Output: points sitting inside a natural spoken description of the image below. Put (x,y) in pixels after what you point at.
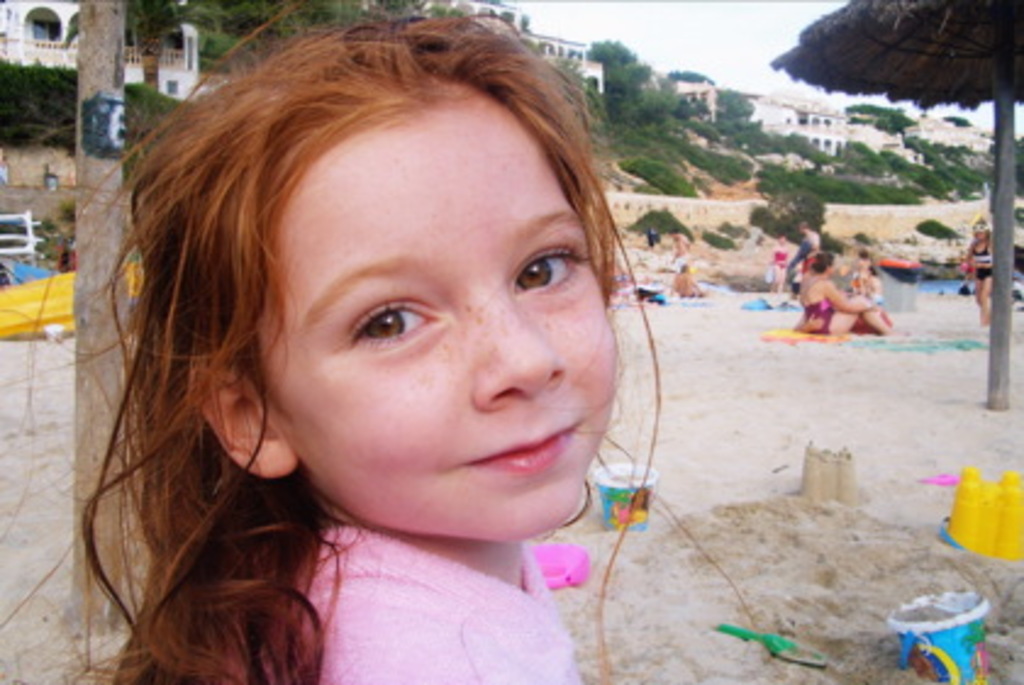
In this image I can see the person (316,574) with pink color dress (504,616). To the back of the person (583,286) I can see few people (792,269) sitting on the sand (849,353). I can also see the building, many trees (730,132) and the sky (759,45) in the background (607,79).
